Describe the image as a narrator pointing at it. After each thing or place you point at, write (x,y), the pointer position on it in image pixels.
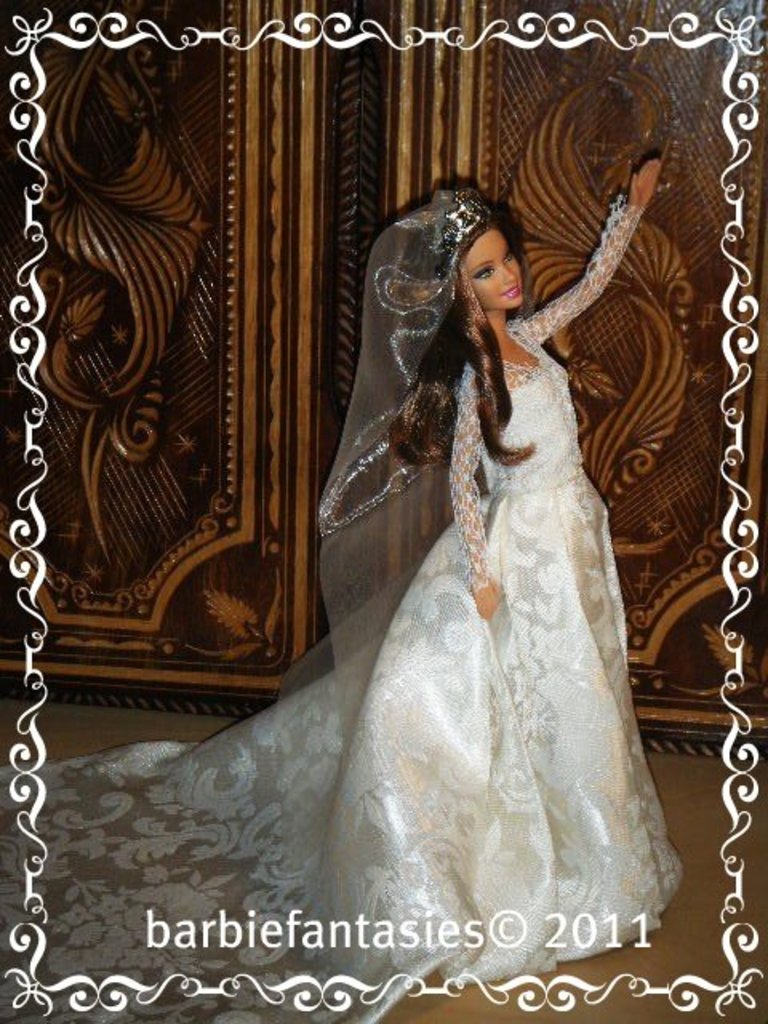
I can see this is an edited image. There is a doll (419,735) and in the background (335,208) there is a wooden object (236,153). At the bottom of the image (645,928) there is a watermark (155,937).
